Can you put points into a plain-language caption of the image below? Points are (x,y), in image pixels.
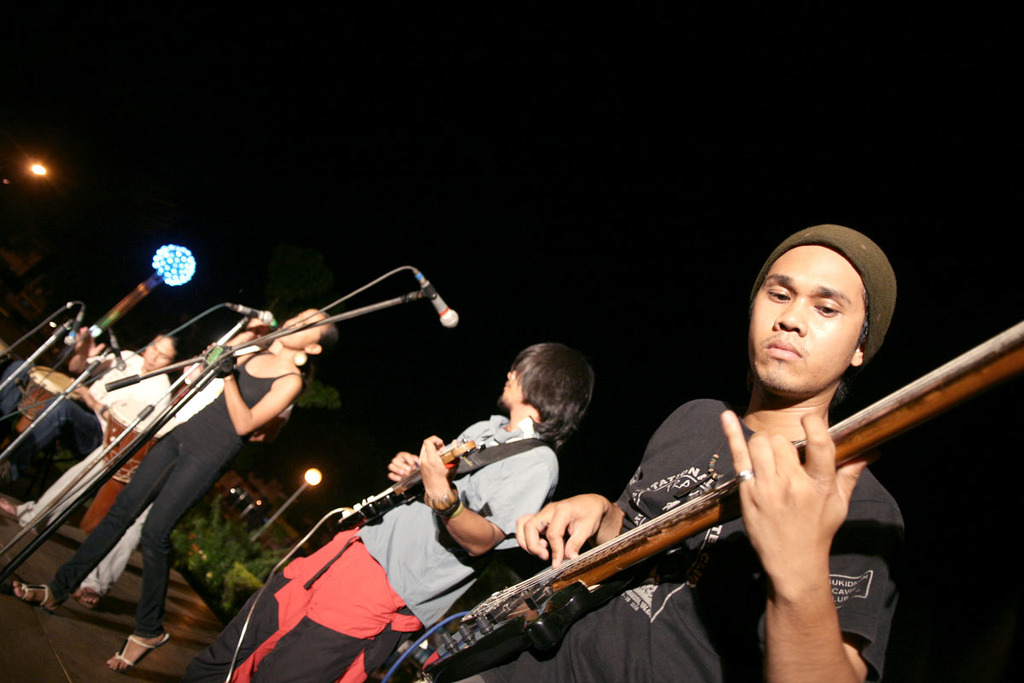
In this image I can see few people (228,423) standing and playing musical instruments (517,617). I can see a mic (437,302), stand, light-poles (147,284) and trees (234,534). I can see a dark background (636,190).
